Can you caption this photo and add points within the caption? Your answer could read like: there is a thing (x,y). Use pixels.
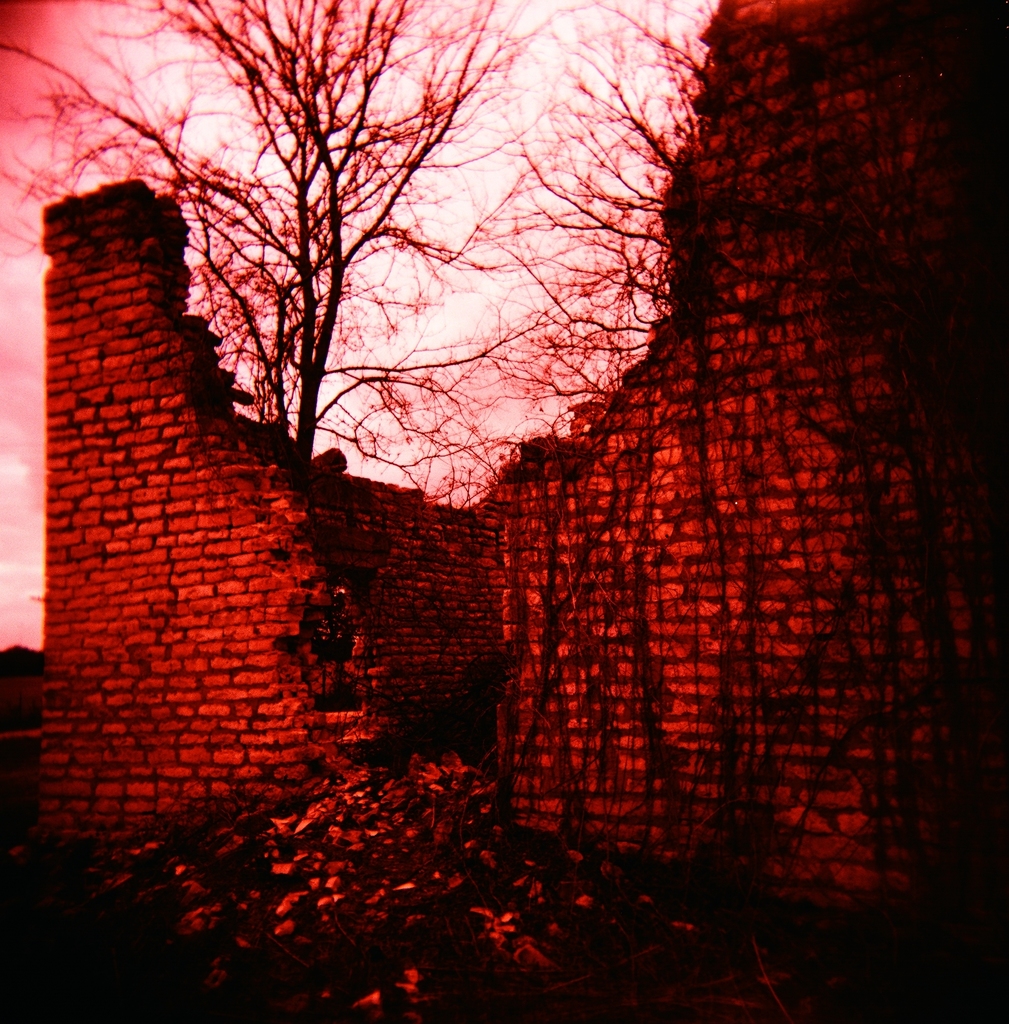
In the image there is a red brick wall (539,572) in the front (770,576) and behind it there are dry trees (313,313) and over the whole background (9,440) its sky (25,504), this is a graphic image.
